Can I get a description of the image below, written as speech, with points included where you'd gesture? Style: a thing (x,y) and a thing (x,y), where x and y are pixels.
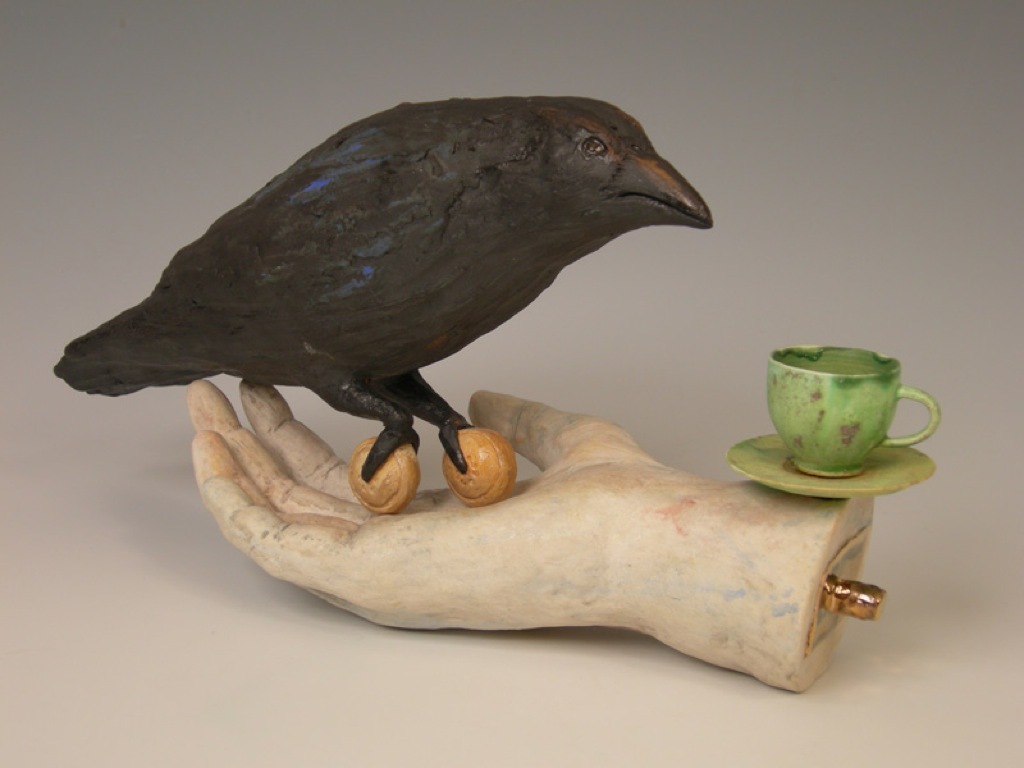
In this picture we can see the statue of a bird (430,338), cream objects (388,460) and a human hand (338,502). There is a cup (828,445) and a saucer (784,472).
